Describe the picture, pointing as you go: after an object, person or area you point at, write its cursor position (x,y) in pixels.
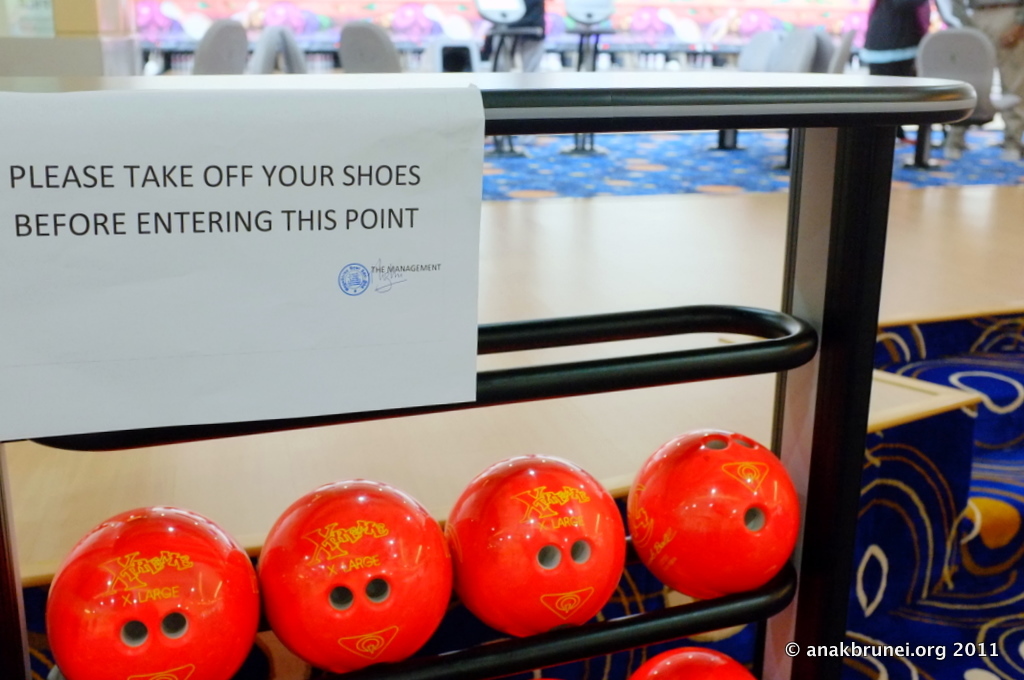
In this image I can see some text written on the paper (472,253), and at the bottom (119,671) I can see many red color balls (214,571), and at the top right hand corner (907,11) there are some people (900,56).
